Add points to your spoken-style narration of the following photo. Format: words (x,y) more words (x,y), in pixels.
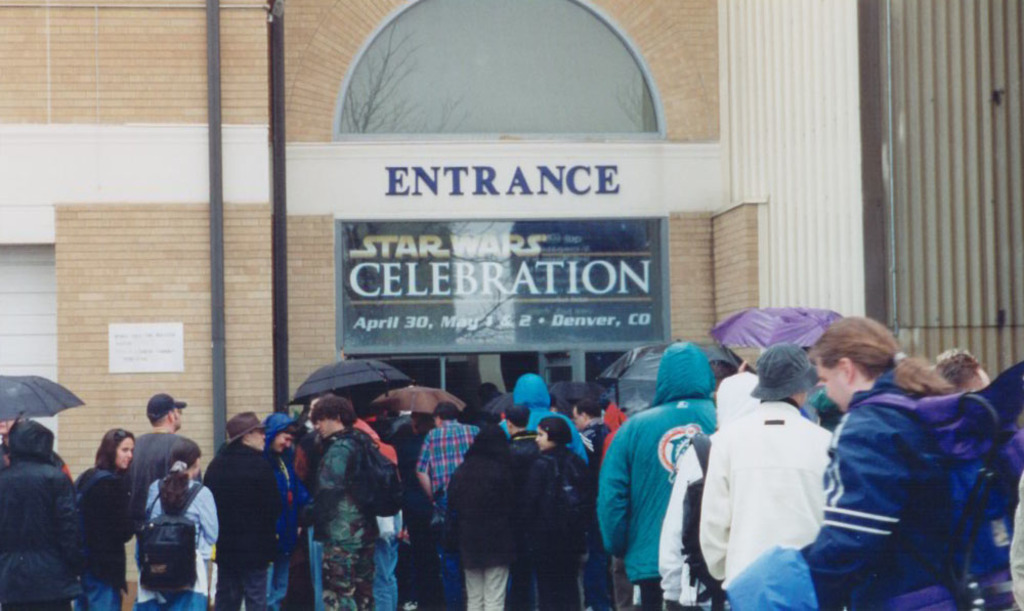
In this picture there are few persons (562,492) standing in front of a building (511,265) which has entrance (435,186) and star wars celebration written on it.
